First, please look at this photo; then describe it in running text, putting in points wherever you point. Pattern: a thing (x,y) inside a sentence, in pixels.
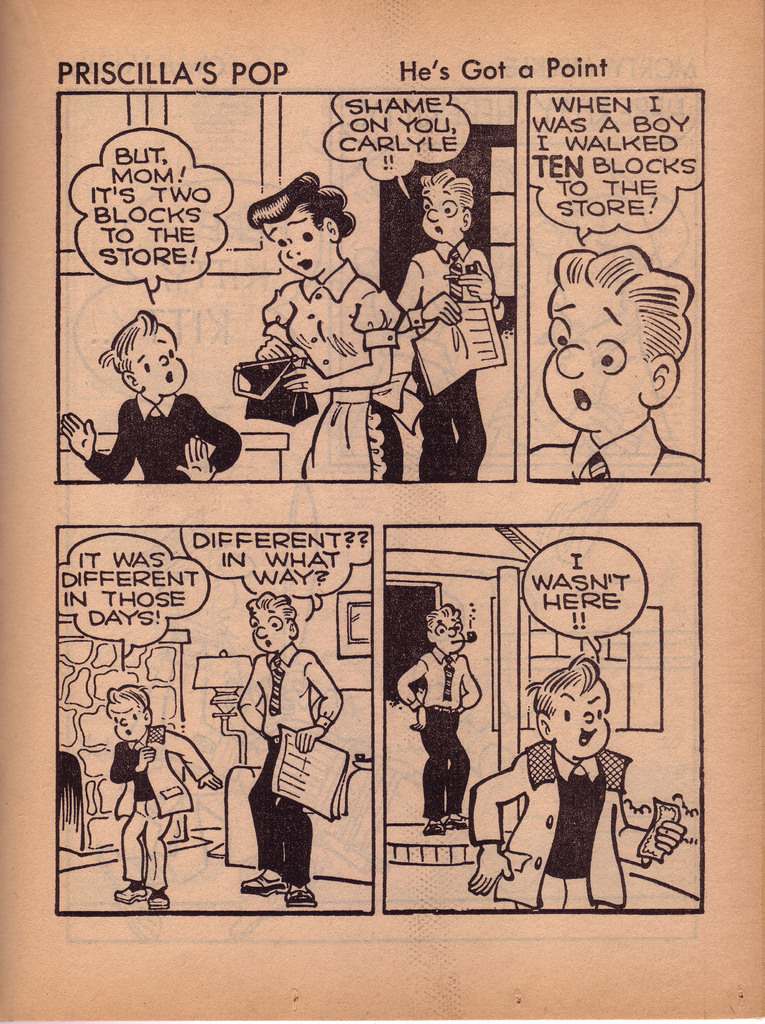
This is a paper (474,234), in this image there is text (555,188), and an image (495,272) of some people (570,265) and some objects (343,770).
